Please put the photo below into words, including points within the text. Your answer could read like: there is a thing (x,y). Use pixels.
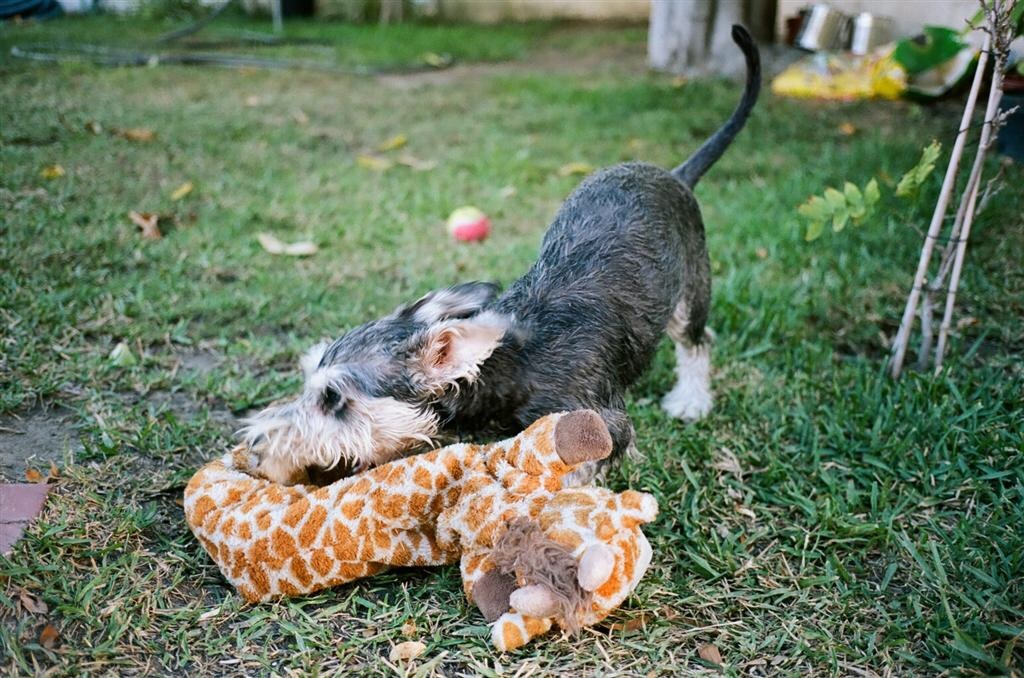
In this picture I can observe a dog (415,405) playing with a toy (511,552) which is in orange and white color. This dog (484,390) is in black and white color. There is some grass (231,292) on the ground (385,240). I can observe a ball (459,233) on the ground (435,223) in the middle of the picture (455,227).
